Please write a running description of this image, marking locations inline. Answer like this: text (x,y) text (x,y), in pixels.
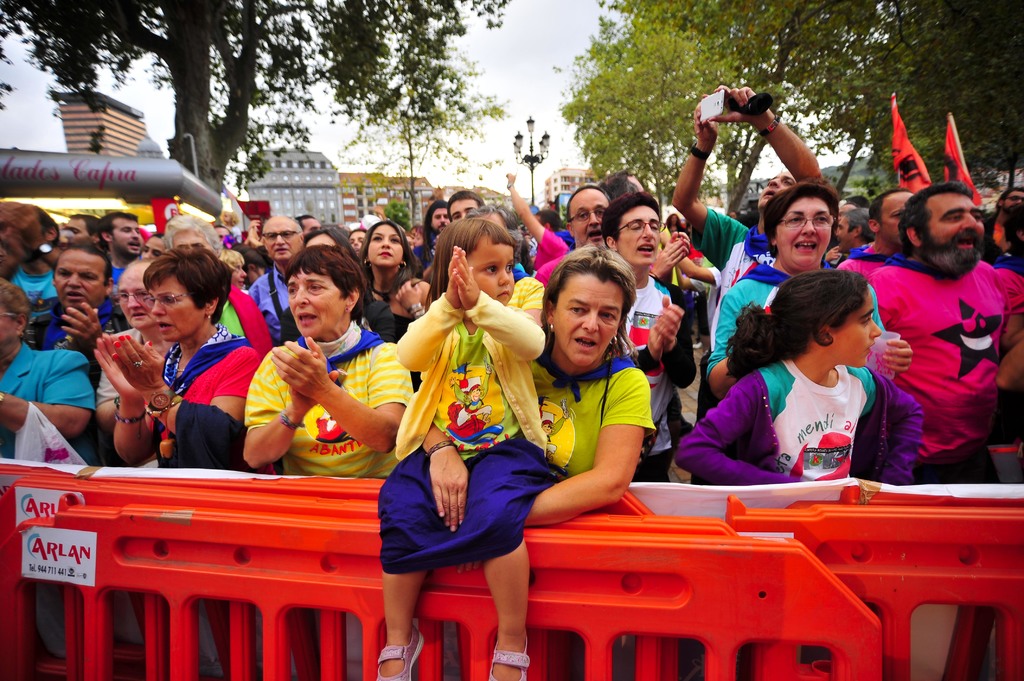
In this image I can see a crowd (805,259), at the bottom (706,536) there is a orange color fence (897,535), at the top (448,47) there are some trees (934,12), street light poles (518,157), buildings (319,185) and the sky (514,121) visible. And a vehicle (91,170) visible on the left side (97,184).
